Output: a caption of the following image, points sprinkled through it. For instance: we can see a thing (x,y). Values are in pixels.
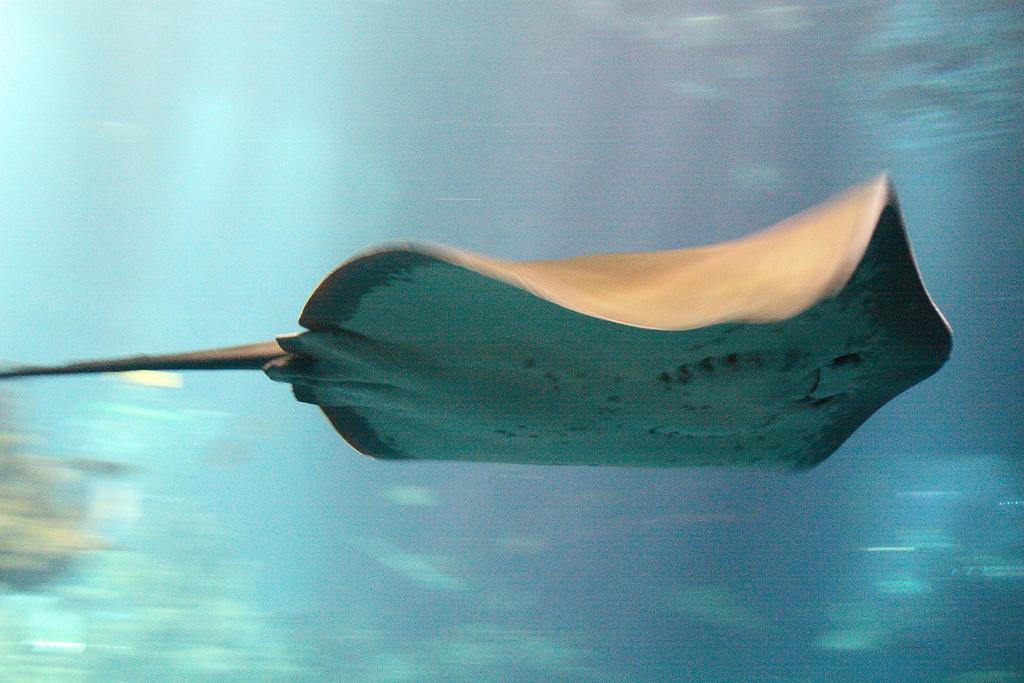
In this picture we can see stingray (616,336) under the water (679,80). In the background of the image (565,89) it is blurry.
